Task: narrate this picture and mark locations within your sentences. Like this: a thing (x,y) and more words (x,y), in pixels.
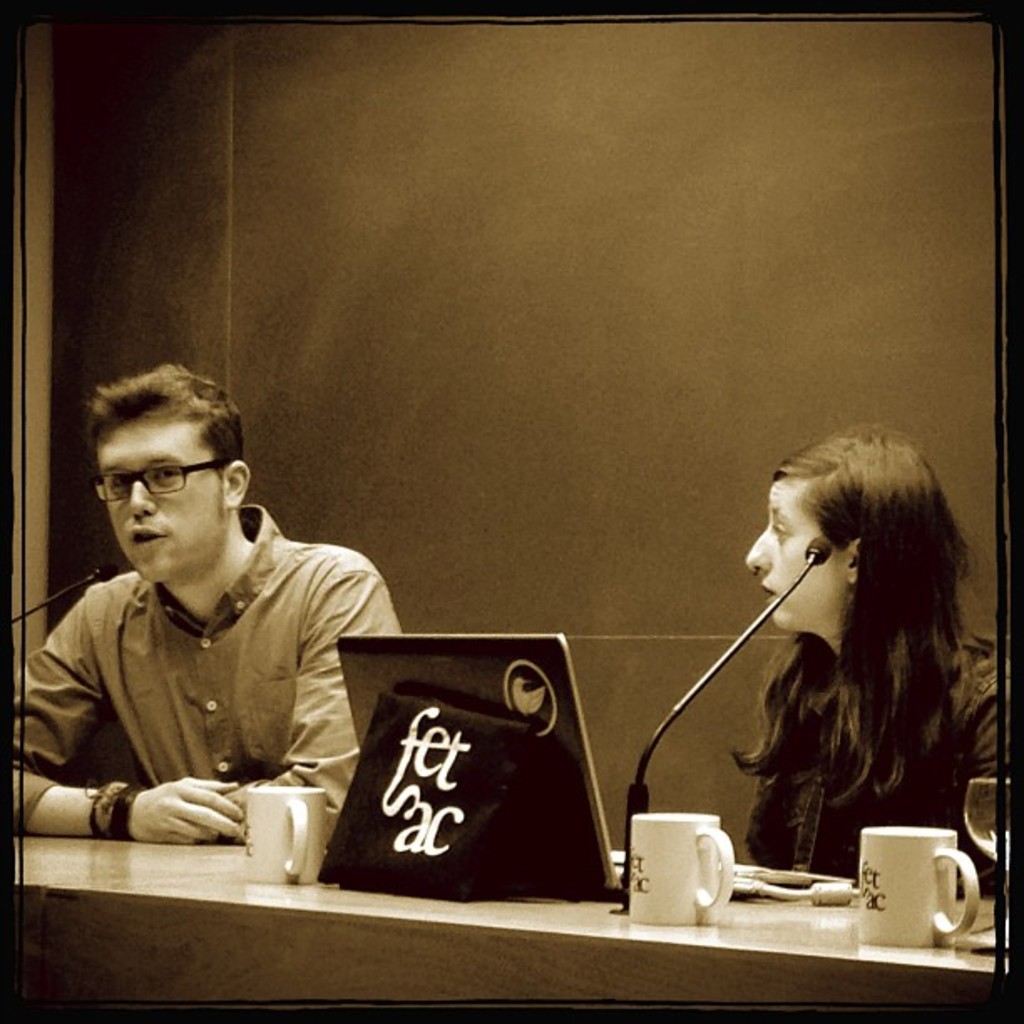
In this image, we can see two people (904,771) are sitting. At the bottom (390,979), we can see a desk (688,982). Few cups (282,827), laptop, some objects (363,840) are placed on it. On the left side (220,653), a person (269,752) is talking in-front of microphone (102,566) and wearing glasses (152,485). Background (532,353) we can see a wall (502,367). In this image, we can see a black color borders (1019,375).
